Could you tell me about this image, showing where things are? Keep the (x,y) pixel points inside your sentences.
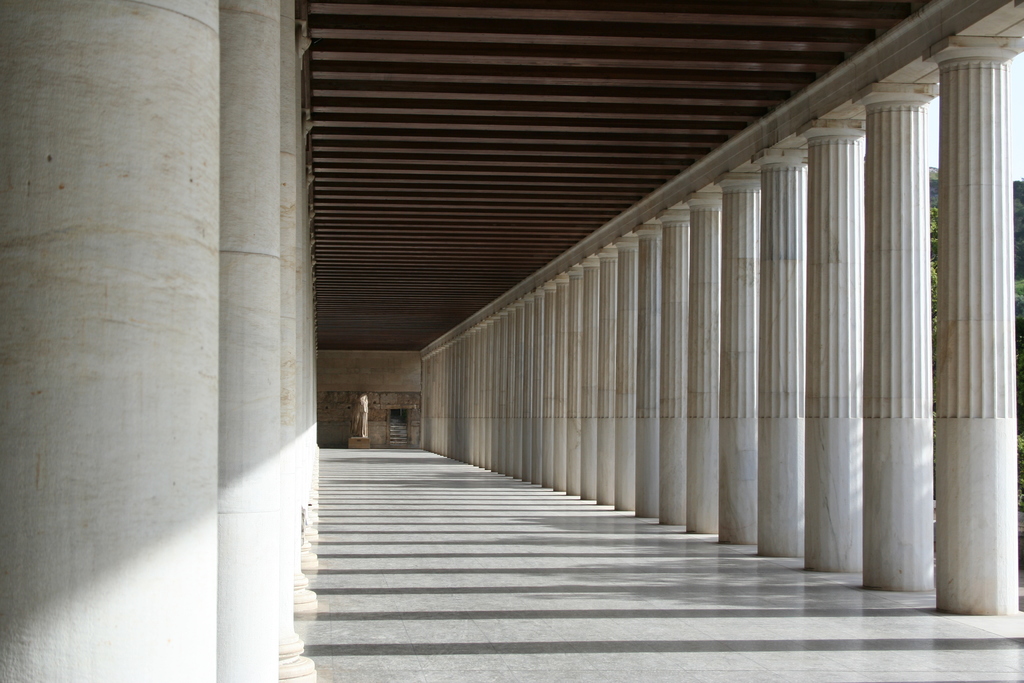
In this image we can see a corridor (462,549), pillars (780,271), trees (936,253) and sky (930,132).
